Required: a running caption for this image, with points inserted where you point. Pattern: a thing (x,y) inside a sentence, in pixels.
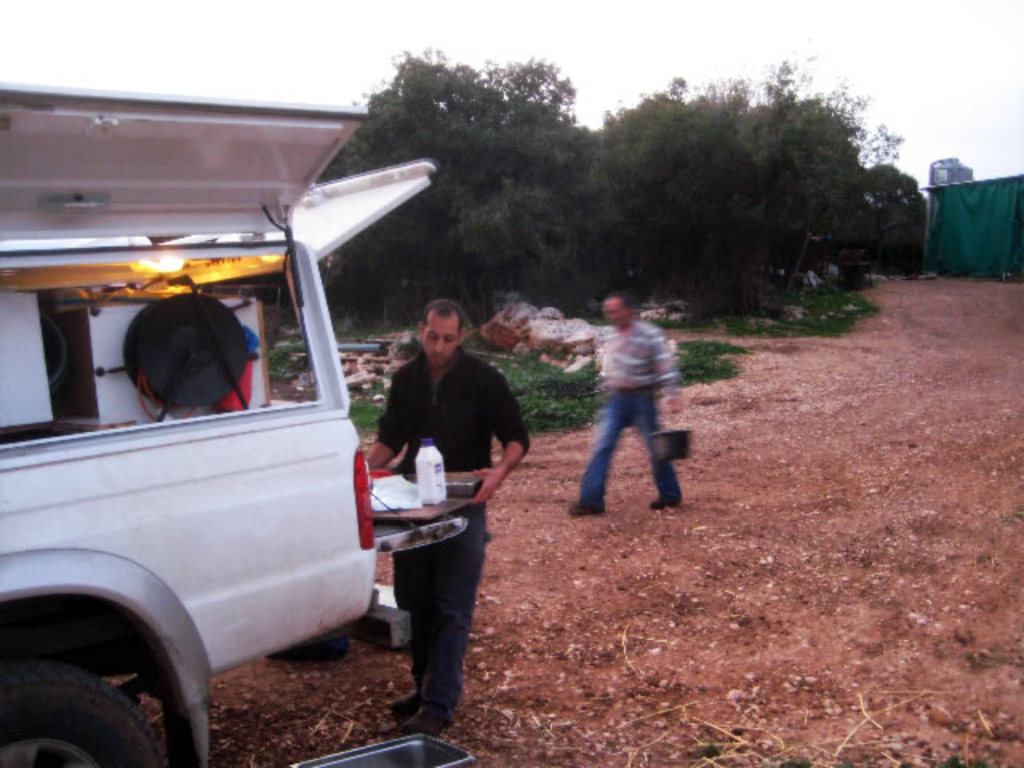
In this image I can see two persons (621,371). On the left side (207,464) I can see a vehicle (168,546). In the background (620,280), I can see the trees (746,192) and the sky (774,41).
